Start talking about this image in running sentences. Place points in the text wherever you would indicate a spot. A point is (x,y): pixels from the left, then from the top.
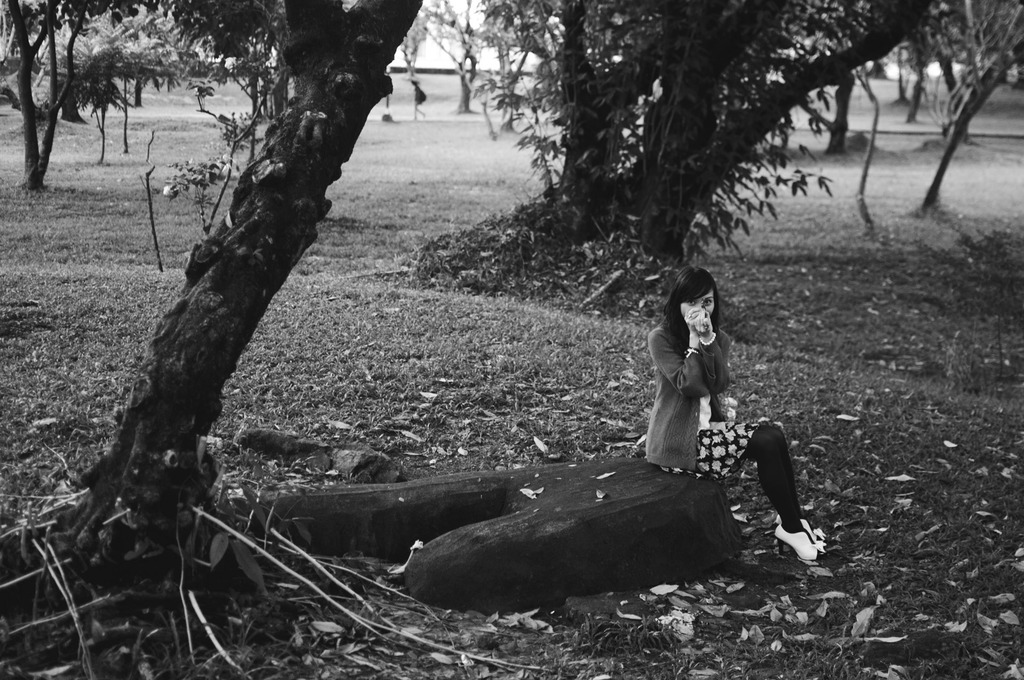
This is a black and white image. On the left side of the image (153,498) there is a tree trunk (295,82). Beside that there is a rock (567,484) and a lady (656,413) is sitting on it. In the background (238,25) there are many trees (567,174). On the ground (212,137) there is grass (839,450) and there are dry leaves (354,662).
